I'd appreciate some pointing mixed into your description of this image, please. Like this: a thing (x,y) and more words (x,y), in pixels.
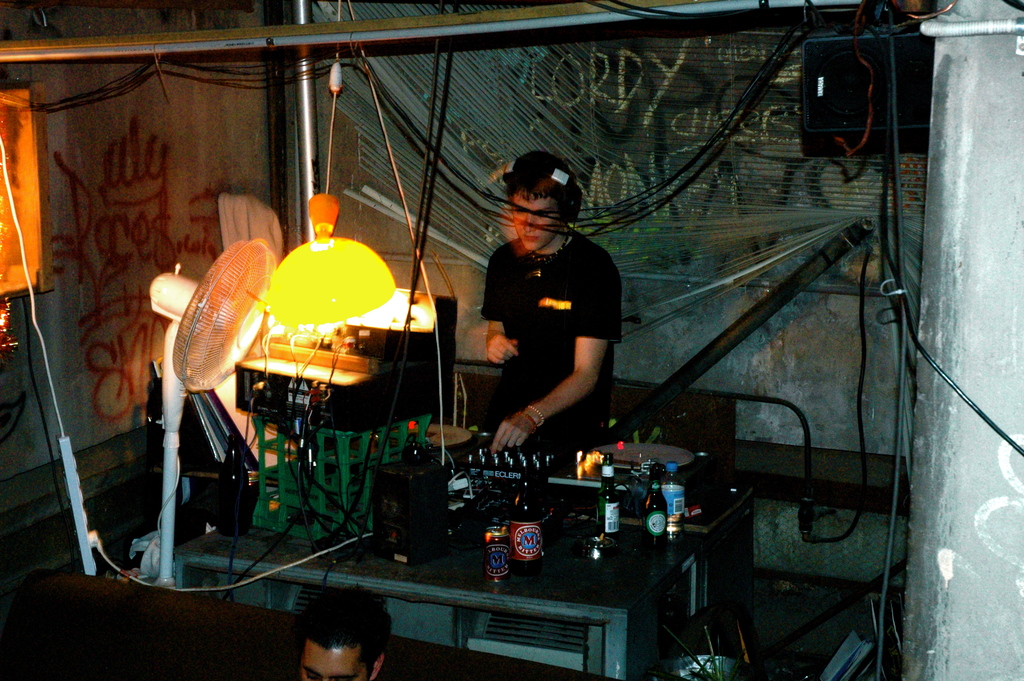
In this image I can see a person (539,300) wearing a black color t-shirt (619,324), standing in front of the table (712,525), on the table (588,523) I can see bottles (531,482), lamp (304,277), wires (332,355) and fan (260,324), pole (305,135) visible, at the bottom (341,617) I can see a person head (333,646), on the right side (961,177) I can see a wall (984,215).
